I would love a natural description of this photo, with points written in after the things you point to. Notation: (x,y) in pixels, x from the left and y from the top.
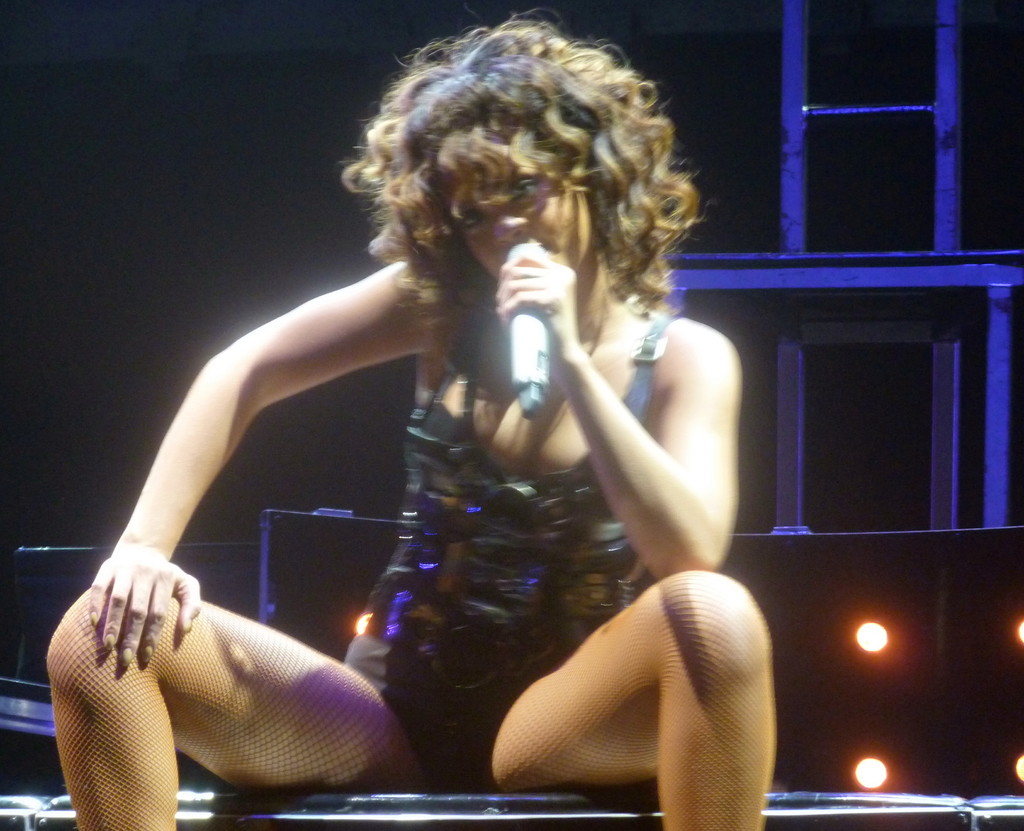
In this picture I can see a woman (607,434) sitting in front (625,225) and I see that she is holding a mic (532,361). I can see that it is dark in the background (758,457) and I can see few lights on the bottom side of this picture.
